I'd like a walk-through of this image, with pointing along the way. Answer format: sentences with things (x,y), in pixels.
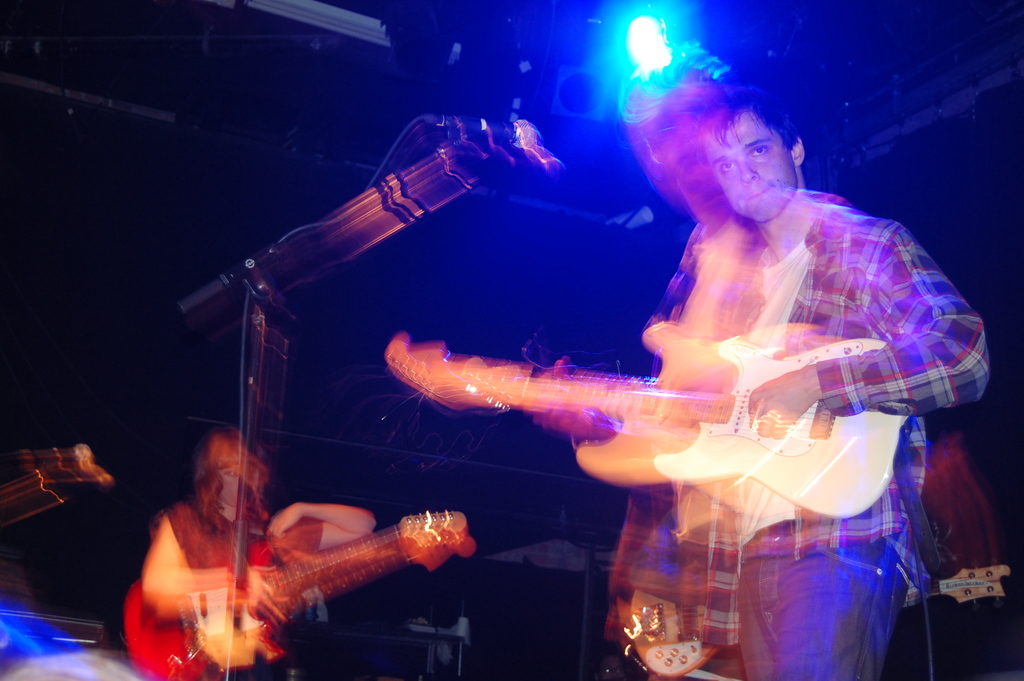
Bottom right side of the image (842,611) a man (919,254) is standing and playing guitar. In the middle of the image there is a microphone (248,441). Bottom left side of the image (334,546) a person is standing and holding guitar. Top of the image (656,60) there is a light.
